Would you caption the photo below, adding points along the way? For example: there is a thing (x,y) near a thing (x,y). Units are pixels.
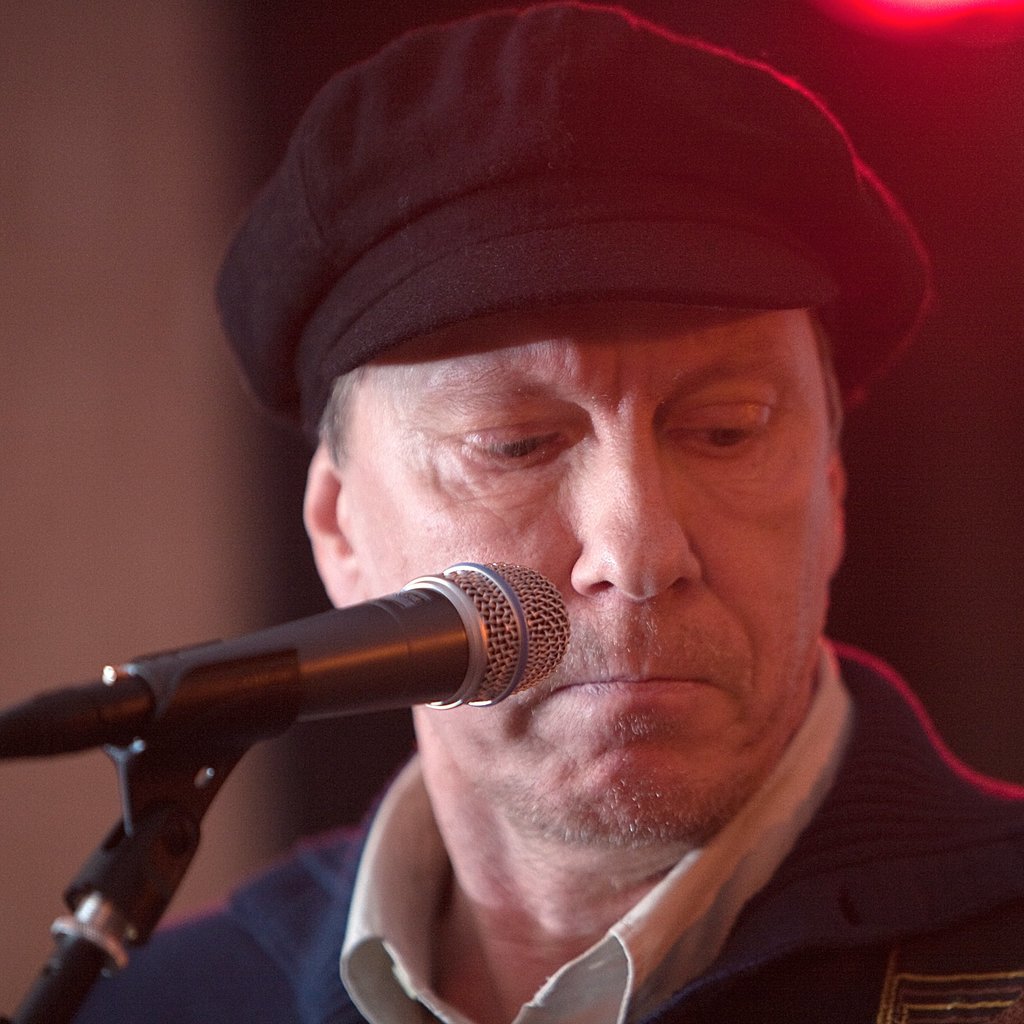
In the bottom left side of the image (88,712) there is a microphone (364,624). Behind the microphone (384,629) a man (362,235) is there.
